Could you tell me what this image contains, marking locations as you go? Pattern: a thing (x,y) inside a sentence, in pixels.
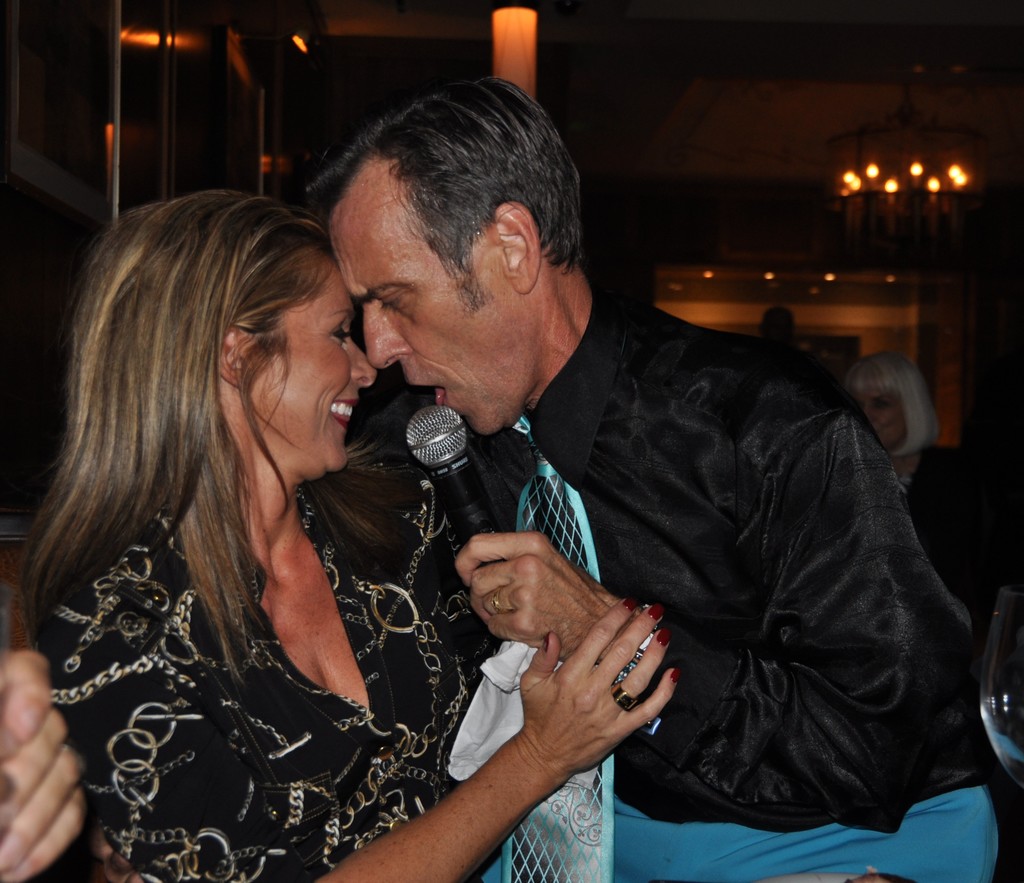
In this image I see a woman (90,343) and a man (554,628) and the man (443,391) is holding a mic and there is a glass (1011,605) over here. In the background (966,528) I can see a woman (950,518) and few lights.
